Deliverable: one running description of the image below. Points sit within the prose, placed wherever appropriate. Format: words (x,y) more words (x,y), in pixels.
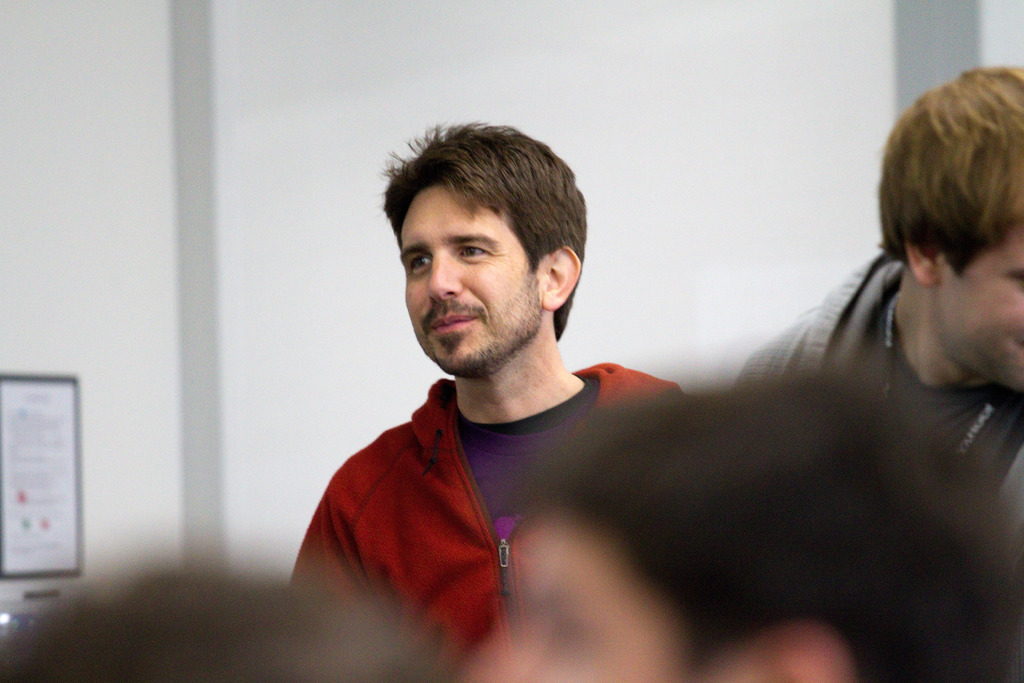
In this picture we can see man (452,534) wearing red color hoodie (450,493), standing in front smiling and looking on the left side (58,299). Behind there is a white wall (172,138).
